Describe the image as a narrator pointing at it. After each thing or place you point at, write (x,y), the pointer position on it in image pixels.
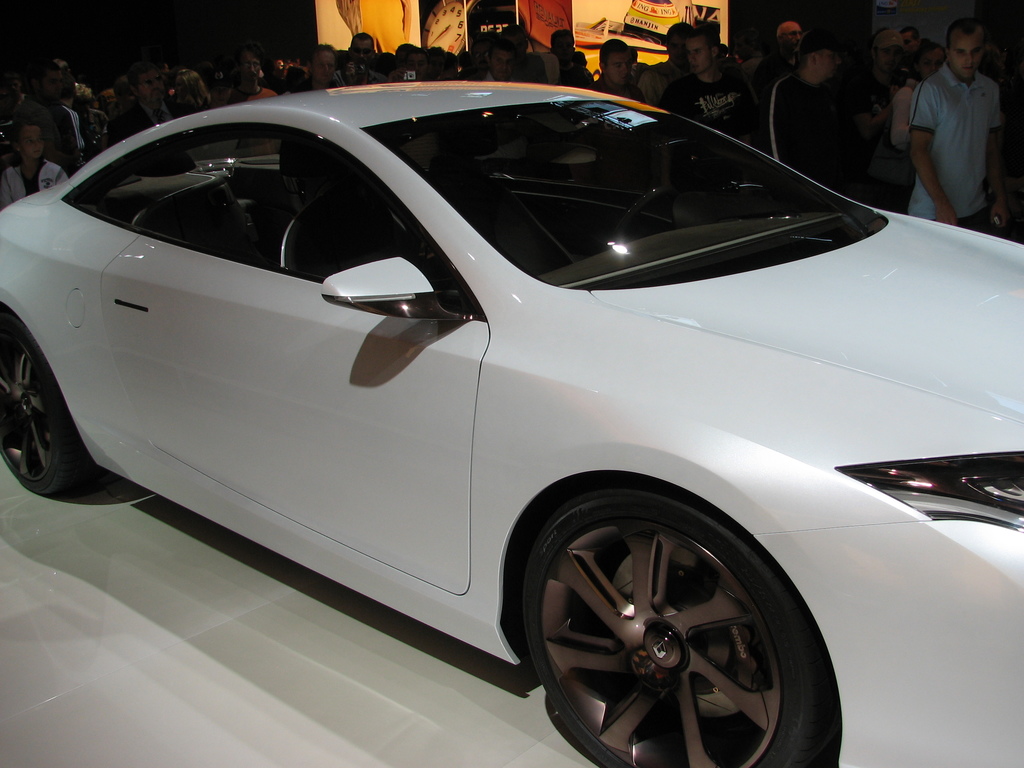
In this picture we can see a white color car (551,519) in the front (553,517), in the background (149,84) there are some people (560,75) standing, it looks like a hoarding (562,25) in the background (562,22).
